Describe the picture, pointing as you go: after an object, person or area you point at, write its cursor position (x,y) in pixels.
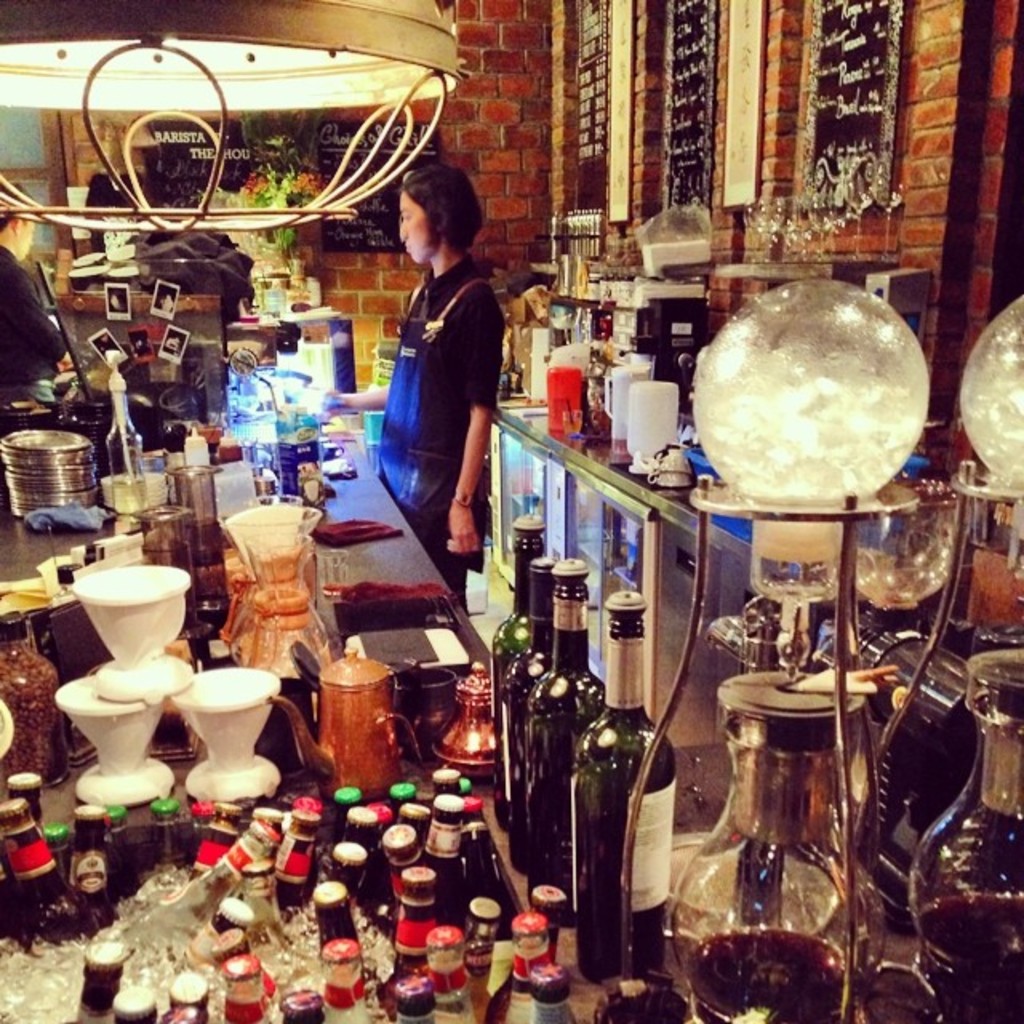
In this image there is a table (314,724) on that table (418,780) there are bottles (414,786), plates (74,491) and mug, on either side of the table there are two persons (412,397) standing, in the background (417,143) there is a wall (513,169) at top (378,99) there is a light (118,54) on the right side (684,620) there is a table (521,426) on that table (536,413) there are few item (656,328) and there is a glass item (737,715).
